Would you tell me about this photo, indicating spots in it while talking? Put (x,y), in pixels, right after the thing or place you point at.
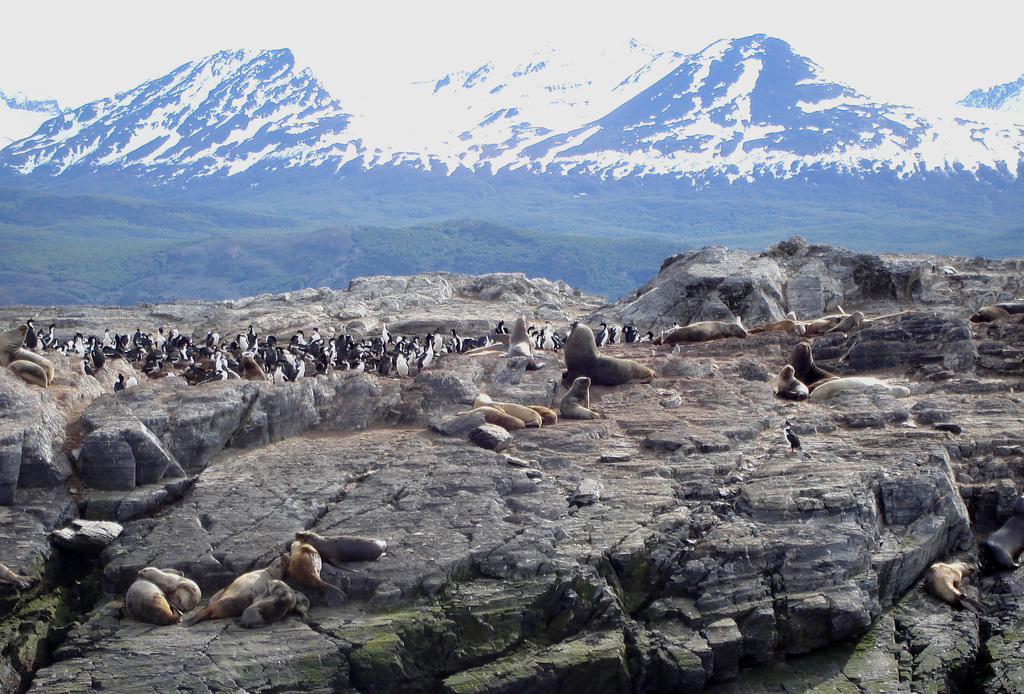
In this image there are some seal animals (316,564) at bottom left side of this image (267,592) and middle of this image (589,372) and right side of this image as well and there are big mountains (255,231) at top of the image (682,142) and there are some birds (625,342) at middle of this image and there are two other seal animals (964,599) at bottom right side of this image (950,605).
